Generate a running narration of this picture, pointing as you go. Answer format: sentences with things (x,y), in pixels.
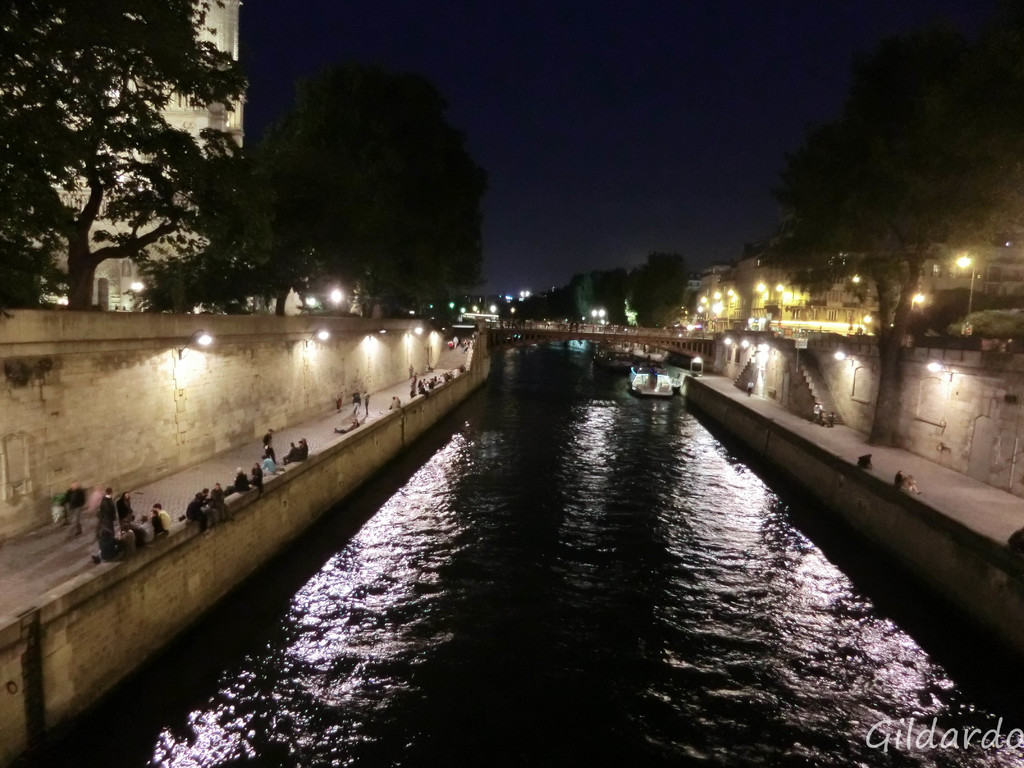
In this image we can see a bridge (602,324) above the water (566,352), there are some trees (631,290), poles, lights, people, and staircase (821,394), in the background (689,120) we can see the sky (701,59).
